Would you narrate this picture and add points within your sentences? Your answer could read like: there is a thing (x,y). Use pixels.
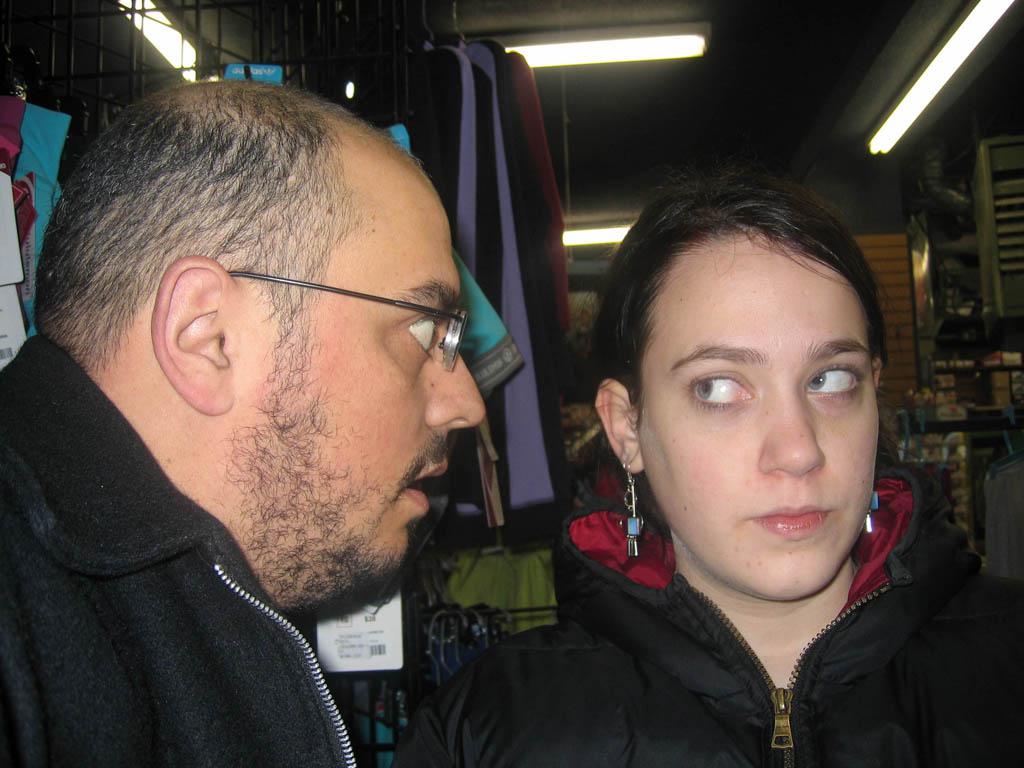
In this image there are two people (671,671) looking at each other, behind them there are few clothes (458,73) hanging to the metal structure (262,29) and there are few objects (919,430) which are not clear. At the top of the image (593,96) there is a ceiling (619,103) with lights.
